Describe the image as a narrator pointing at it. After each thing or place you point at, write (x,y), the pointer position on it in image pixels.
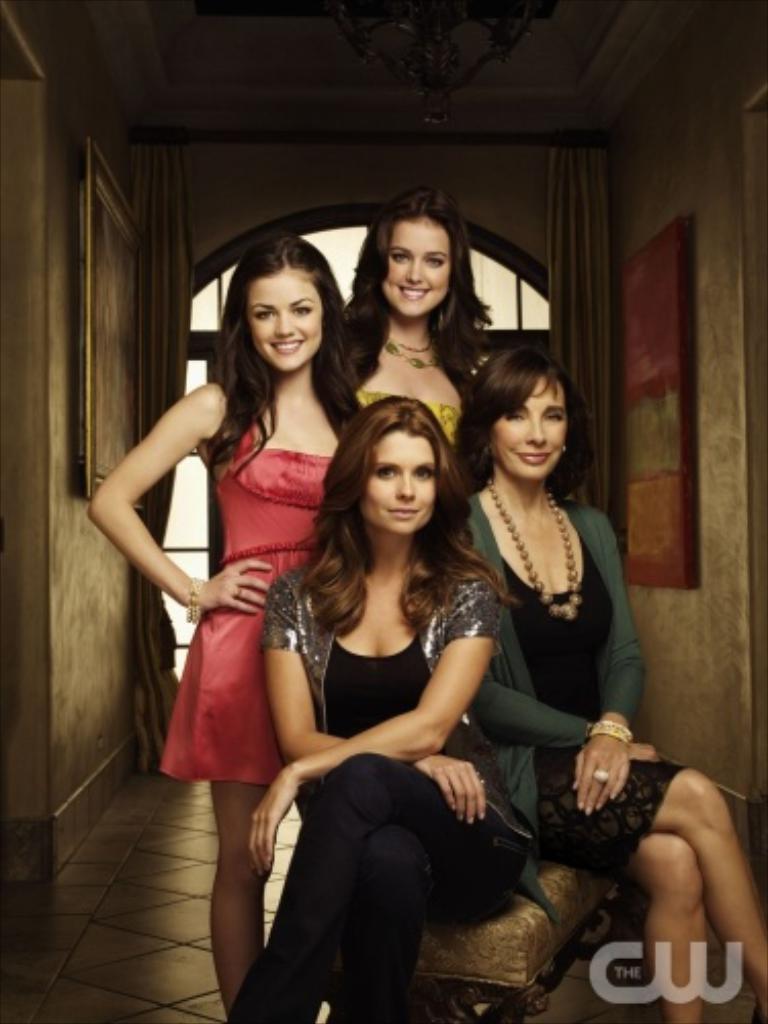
In this image we can see few people (465,616). There are few objects (686,494) on the wall (701,394). We can see inside of a house (53,991).
